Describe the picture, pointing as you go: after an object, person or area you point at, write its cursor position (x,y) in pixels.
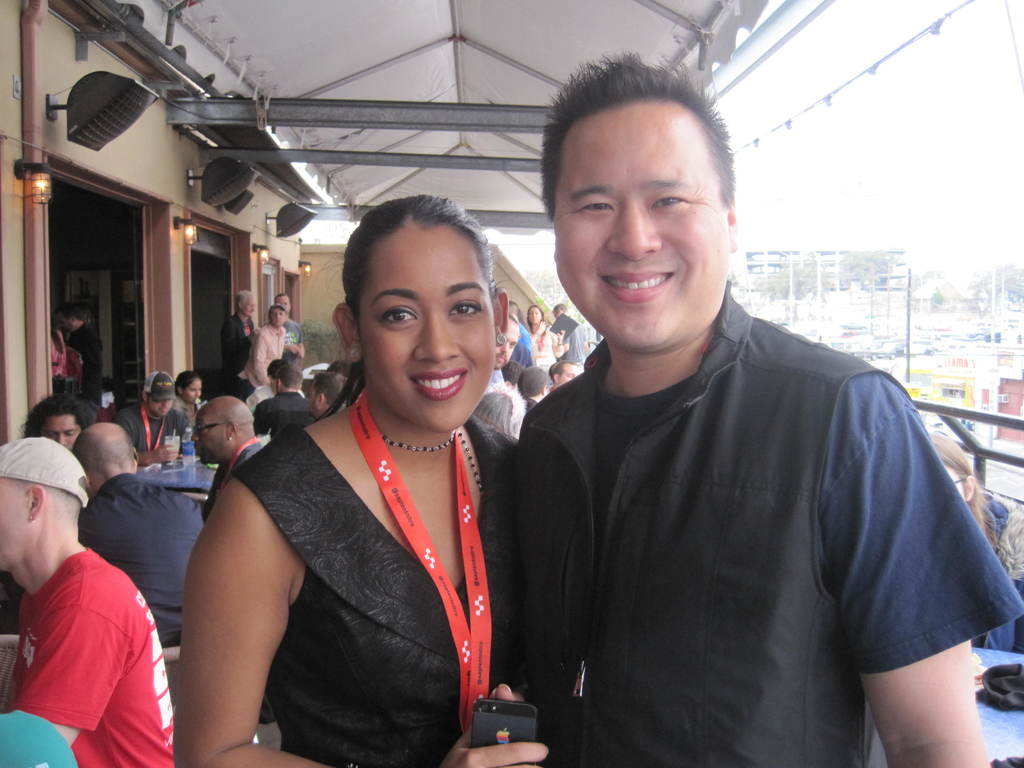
In the front of the image (676,413) I can see two people (347,551) are standing and smiling. Among them a woman (460,268) wore ID card (477,630) and holding a mobile (495,737). In the background of the image (1010,721) there are rods (199,144), lights (42,198), people (109,432), tables (169,464), walls (8,218), tent (476,19), buildings (794,269), trees (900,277), poles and objects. Above the table (199,482) there is a bottle (193,447).
